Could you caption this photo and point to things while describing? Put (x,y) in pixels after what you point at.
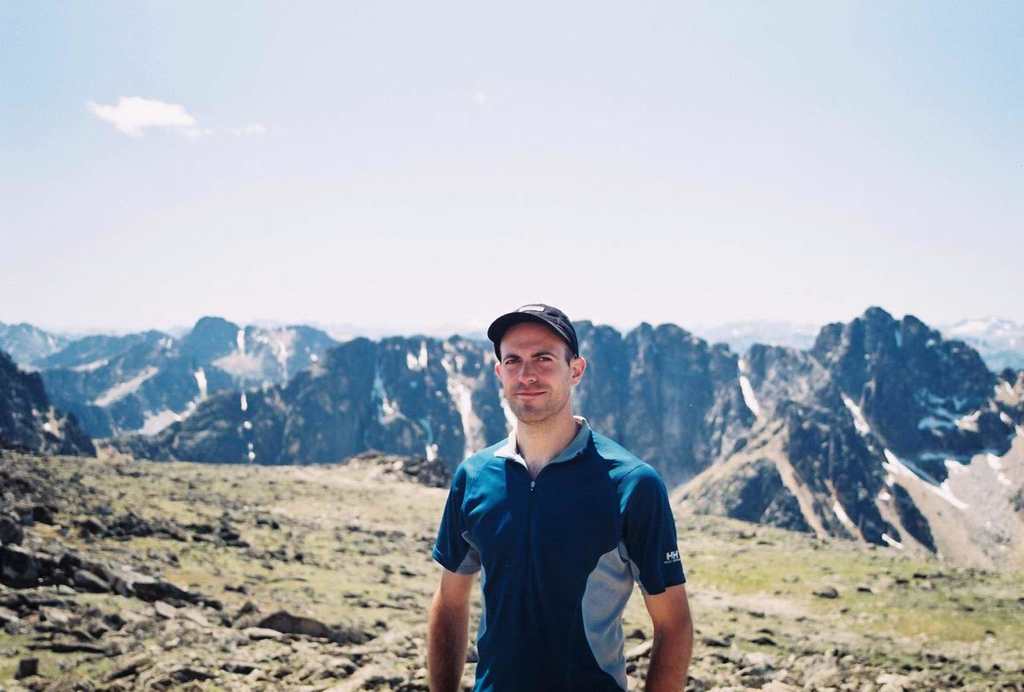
In front of the picture, we see a man (654,507) in the blue shirt (624,527) who is wearing a black cap (552,312) is standing and he is smiling. He might be posing for the photo. At the bottom (280,625), we see the grass (232,581) and the stones (242,540). There are rocks (261,418) and hills (638,404) in the background (798,418). At the top (250,157), we see the clouds (202,129) and the sky (437,213).
